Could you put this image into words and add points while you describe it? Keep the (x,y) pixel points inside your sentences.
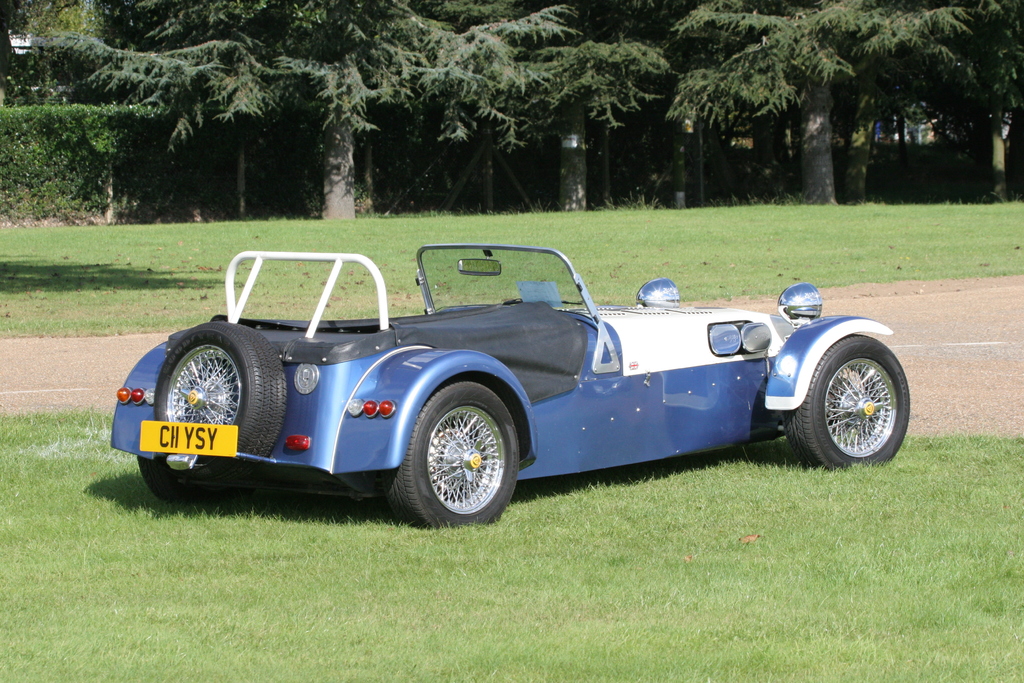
In this picture there is a vehicle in the foreground (576,395). At the back (607,197) there are trees (944,115). At the bottom (700,548) there is grass (537,225) and there is a road (950,355).
